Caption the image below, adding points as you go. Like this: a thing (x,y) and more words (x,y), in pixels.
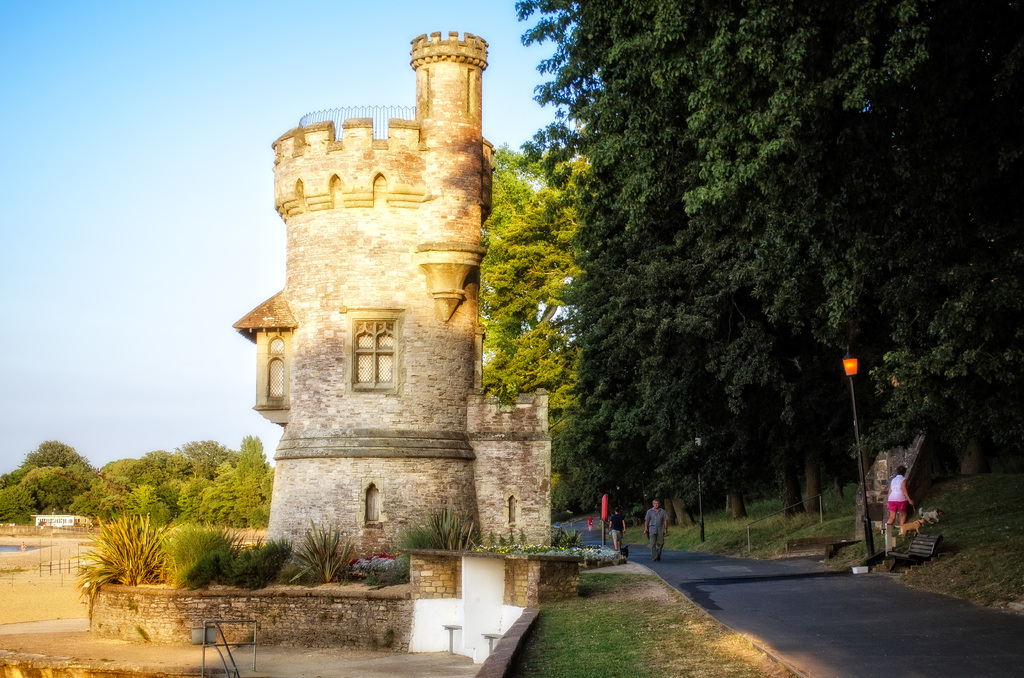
In the picture we can see a historical castle construction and around it we can see plants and road (736,574) beside it and some people (664,528) are walking on it and beside it we can see trees (17,515) and in the background (120,232) we can see a sky (52,176).
